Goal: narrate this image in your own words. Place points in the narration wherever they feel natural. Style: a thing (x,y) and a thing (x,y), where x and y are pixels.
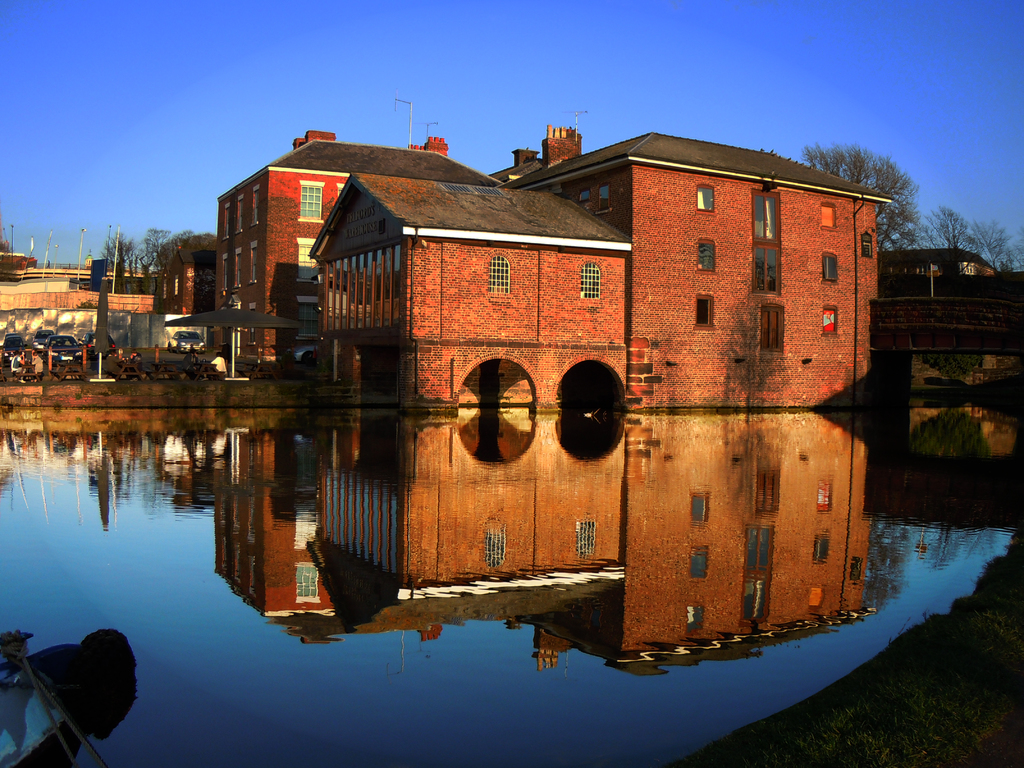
In this image I can see the water (504,592) and on the water (600,557) I can see the reflection (591,549) of the building (537,294) and the sky (327,697). In the background (575,262) I can see few buildings (452,291), few trees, few poles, few vehicles (69,340), few persons (16,370) and the sky (483,87).
